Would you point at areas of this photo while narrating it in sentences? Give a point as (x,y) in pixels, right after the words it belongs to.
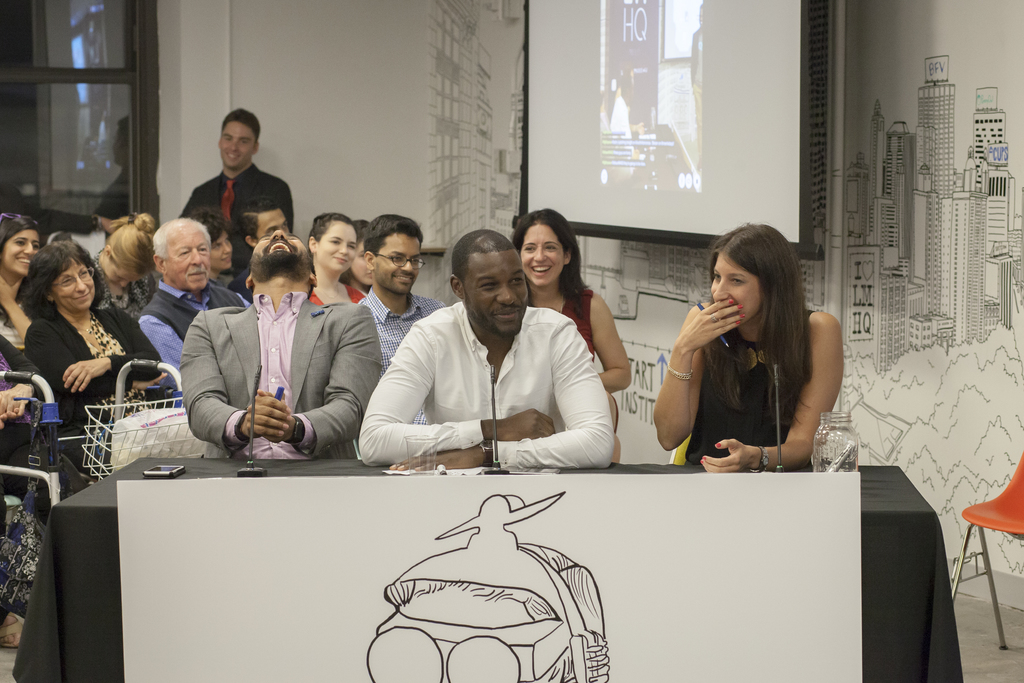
In this picture we can see a group of people (327,347) are sitting on the chair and some people (495,293) are smiling. We can see a man (238,187) standing at the back (248,152). There is a bottle (853,431), phone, cup (416,469) and mics (251,457) on the table (355,466). There is a sketch (451,531) on a whiteboard (168,490). We can see a chair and a screen (600,202) in the background (1008,511). We can see a basket (96,432) and a cover (149,449) in it.
